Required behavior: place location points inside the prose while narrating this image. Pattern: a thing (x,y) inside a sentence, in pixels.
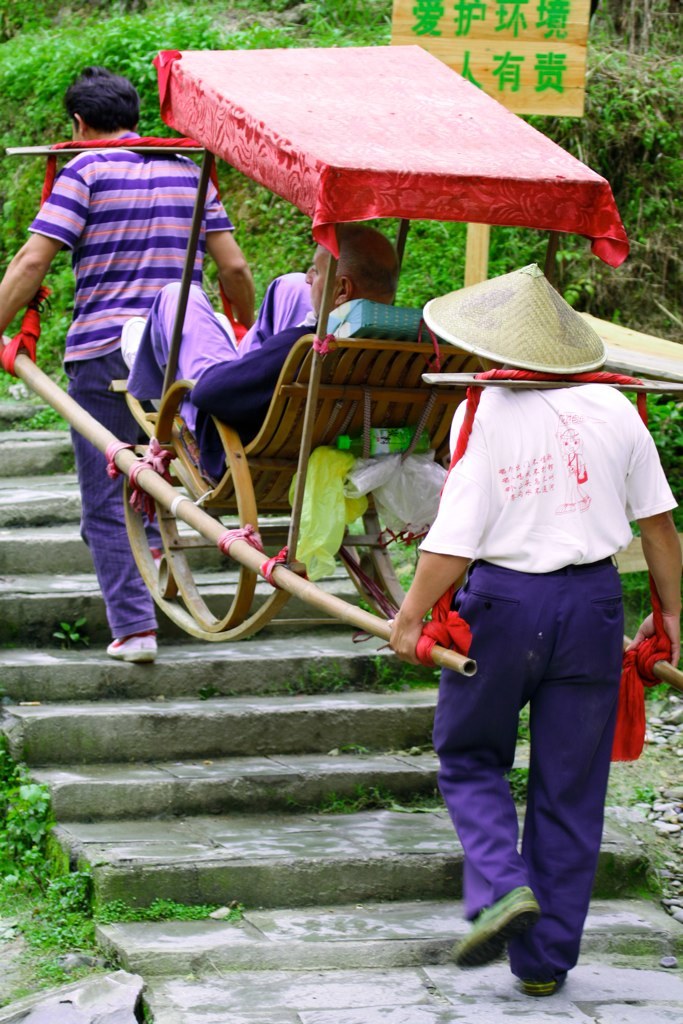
In the image there are two men (111,309) carrying a person (216,362) in a wooden carriage (261,476) walking on the steps (197,664) and beside them there are plants (601,83) and grass (20,187) on the land (639,53) with a name board (496,42) in the middle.
